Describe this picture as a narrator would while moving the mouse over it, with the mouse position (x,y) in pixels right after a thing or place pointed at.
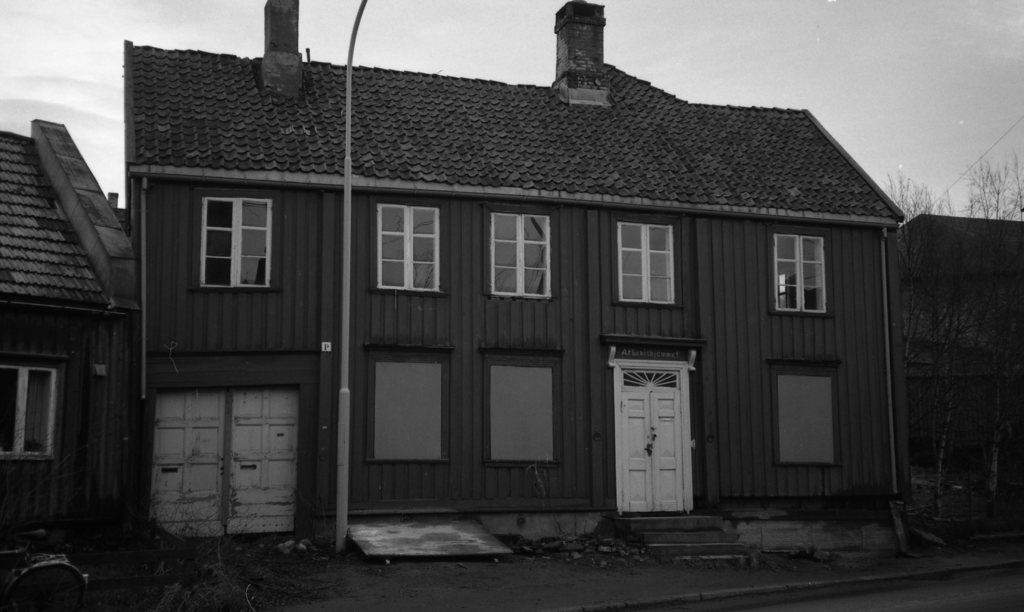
It is the black and white image in which we can see there is a building (495,329) in the middle (444,320). At the bottom (676,461) there are doors (625,463). At the top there are windows (548,270). On the right side (948,378) there are trees (942,483). In the middle (347,354) there is a pole (346,181) in front of the house (438,261). On the left side (43,568) bottom there is a cycle (31,563).
